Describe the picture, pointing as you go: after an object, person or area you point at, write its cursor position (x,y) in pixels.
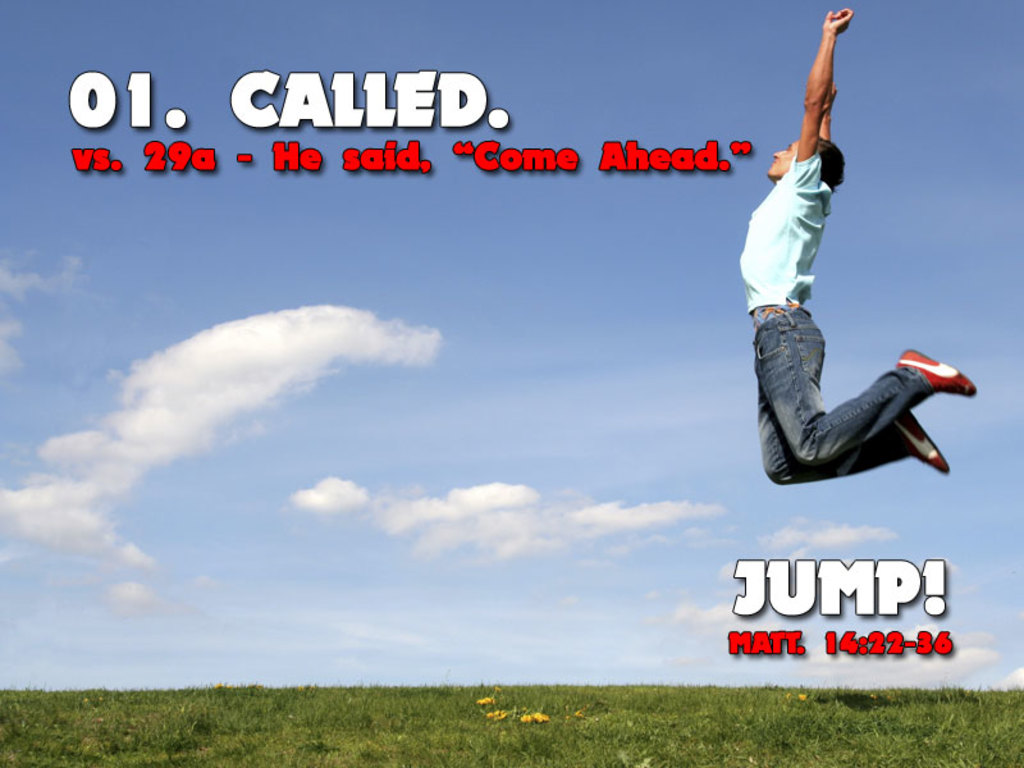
This image consists of a poster (266,444). On the right side (798,238) I can see a man (799,244) wearing a t-shirt (781,279), jeans (795,327) and jumping. At the bottom of the image (558,734) I can see the grass (271,727) in green color. On the top of the image (476,249) I can see the sky (452,244) in blue color and clouds (259,354). On this image I can see some text (402,96) in white and red colors.
